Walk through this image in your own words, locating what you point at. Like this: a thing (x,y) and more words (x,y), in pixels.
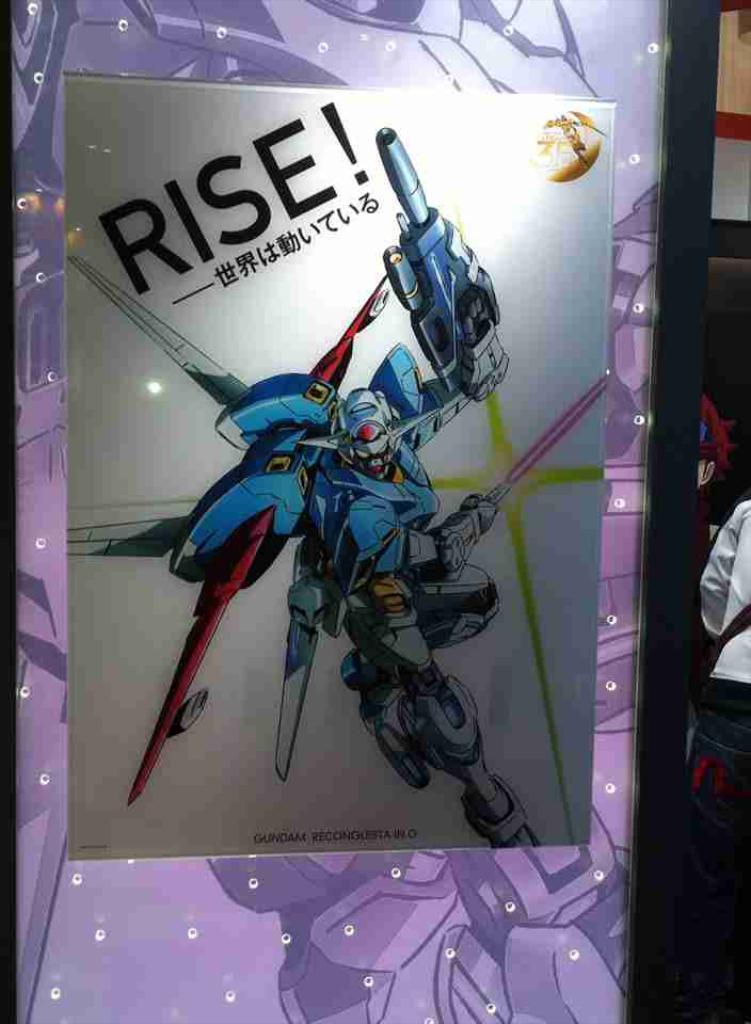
In this image in the center (384,594) there is one glass board (121,967) on the board (36,106) there is one poster (403,469), and in that poster (236,432) there is some text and one toy (433,745). On the right side (730,710) there are some persons (731,665).
